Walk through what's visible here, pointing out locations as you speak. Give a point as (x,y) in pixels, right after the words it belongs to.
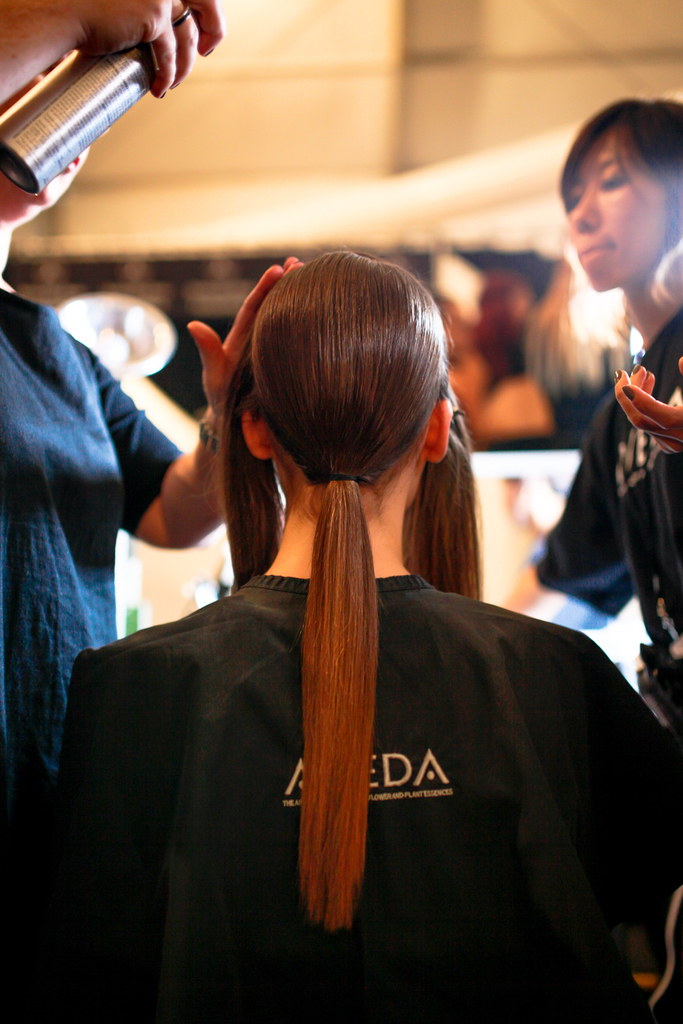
In this image there are people (572,190) in left (116,452), right and foreground. There is a wall (531,265) in the background (521,270). And there is a roof (554,251) at the top (672,3).
